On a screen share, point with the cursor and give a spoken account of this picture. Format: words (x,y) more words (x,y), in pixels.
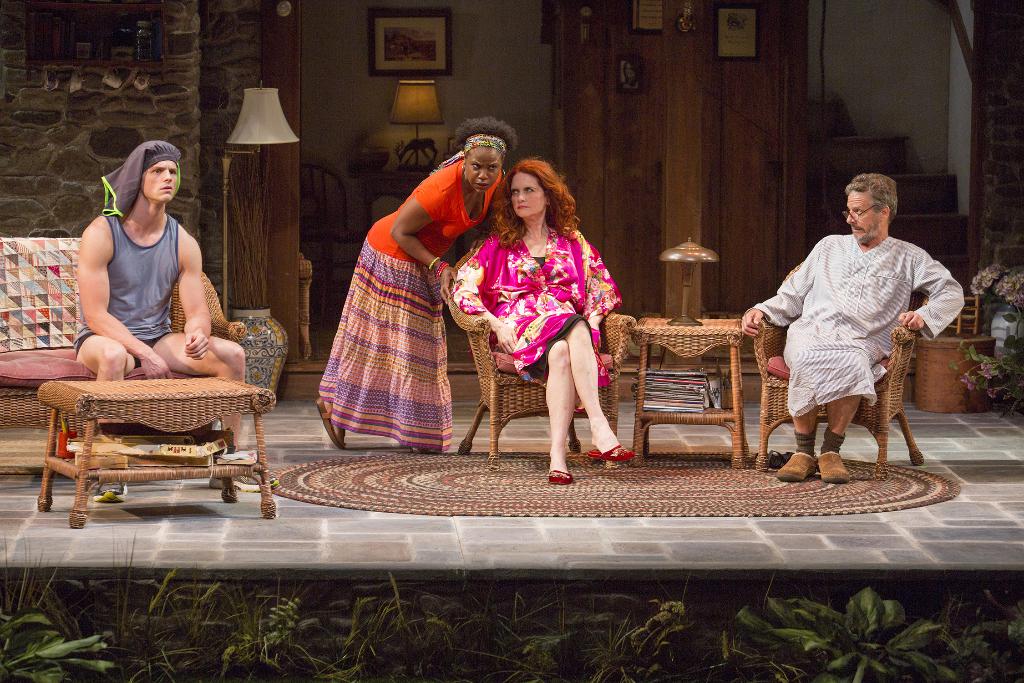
There are three persons (565,311) sitting and one person (430,309) standing. This is a wooden couch (29,345) and a wooden teapoy (101,388). I can see few books (694,398) placed under the table (692,413). At background (271,143) I can see lamps (396,112) and a photo frame (426,51) attached to the wall (528,43). Here I can see the staircase (900,164). And this looks like a floor mat (655,504).
